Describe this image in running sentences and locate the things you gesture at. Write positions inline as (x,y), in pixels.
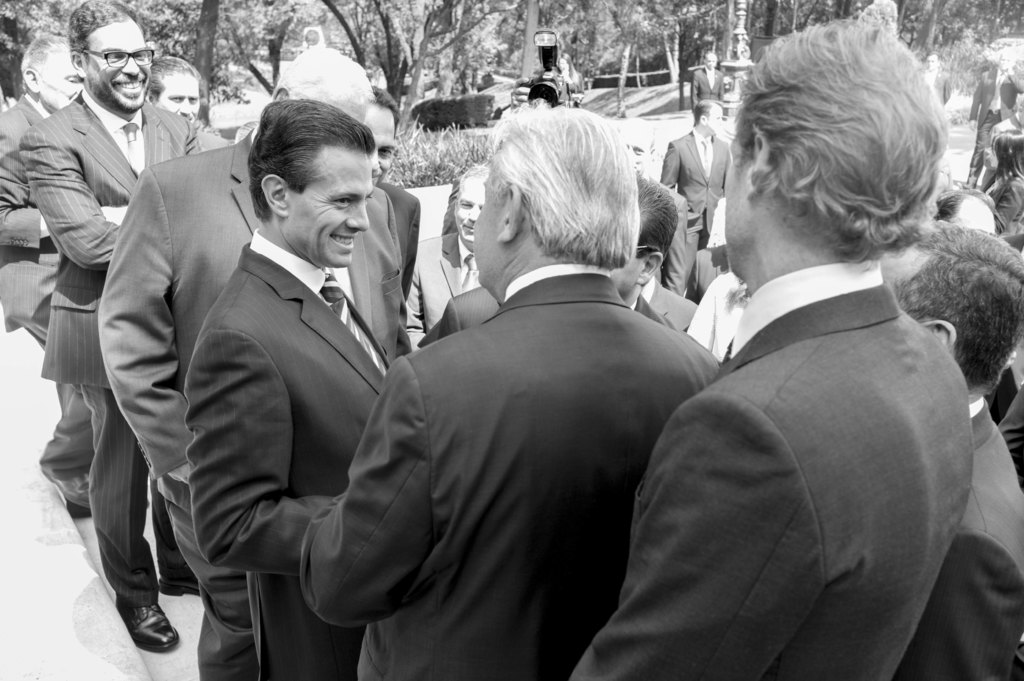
In this image I can see group of people (356,375) are standing. In the background (474,51) I can see trees (450,39) and other objects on the ground (497,91). This picture is black and white in color.
